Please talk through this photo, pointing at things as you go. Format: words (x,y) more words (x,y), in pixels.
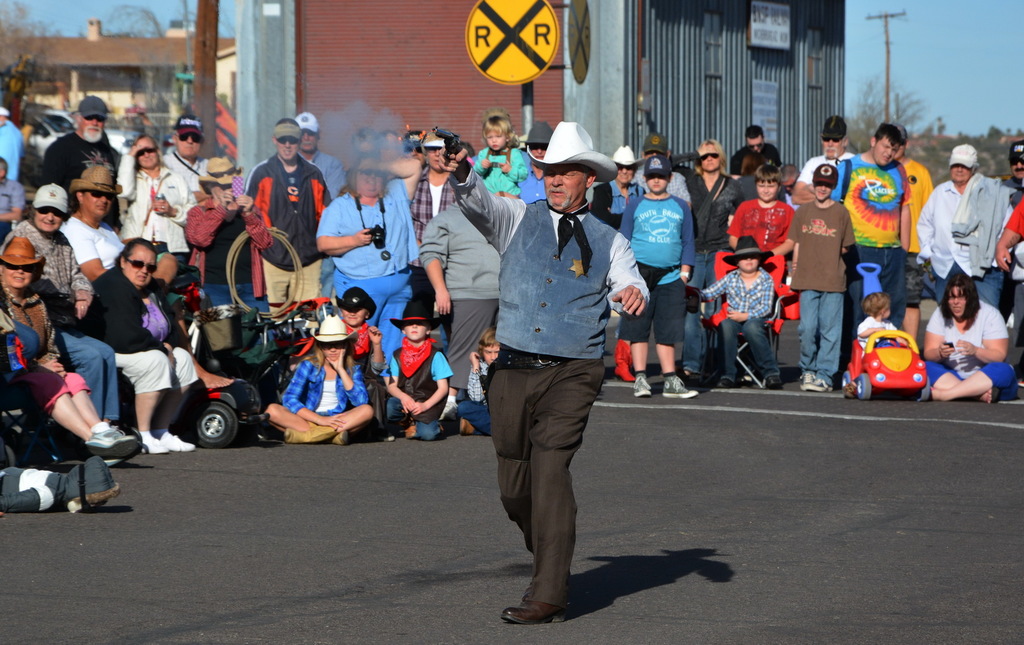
In this image I can see a man (540,260) wearing white shirt (519,215), blue jacket (541,286), brown pant (562,420) and white hat (558,156) is standing and holding a gun (447,147) in his hand (458,157). In the background (325,192) I can see number of persons (363,218) standing and few persons (351,417) sitting, a sign board (520,13) which is yellow and black in color, few buildings (353,68), few trees (8,38) and the sky (1018,24).
